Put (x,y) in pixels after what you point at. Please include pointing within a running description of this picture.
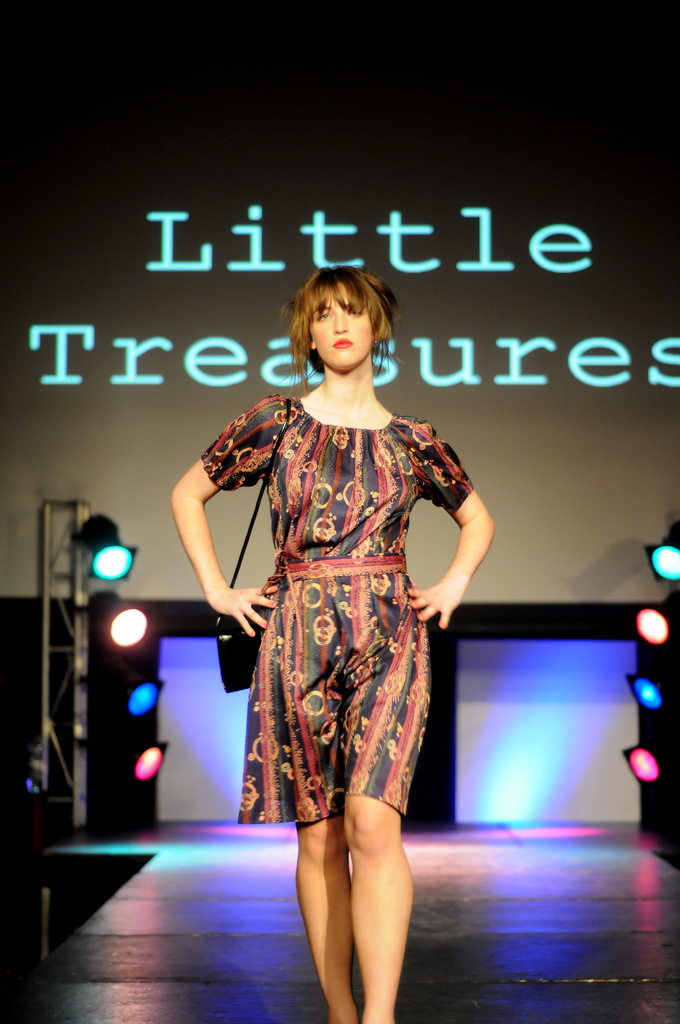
In this image we can see a woman (371,729) standing on the stage (280,909), there are few lights (648,688) to the stand (87,558) on both sides and a presentation screen (392,220) in the background (464,270).
